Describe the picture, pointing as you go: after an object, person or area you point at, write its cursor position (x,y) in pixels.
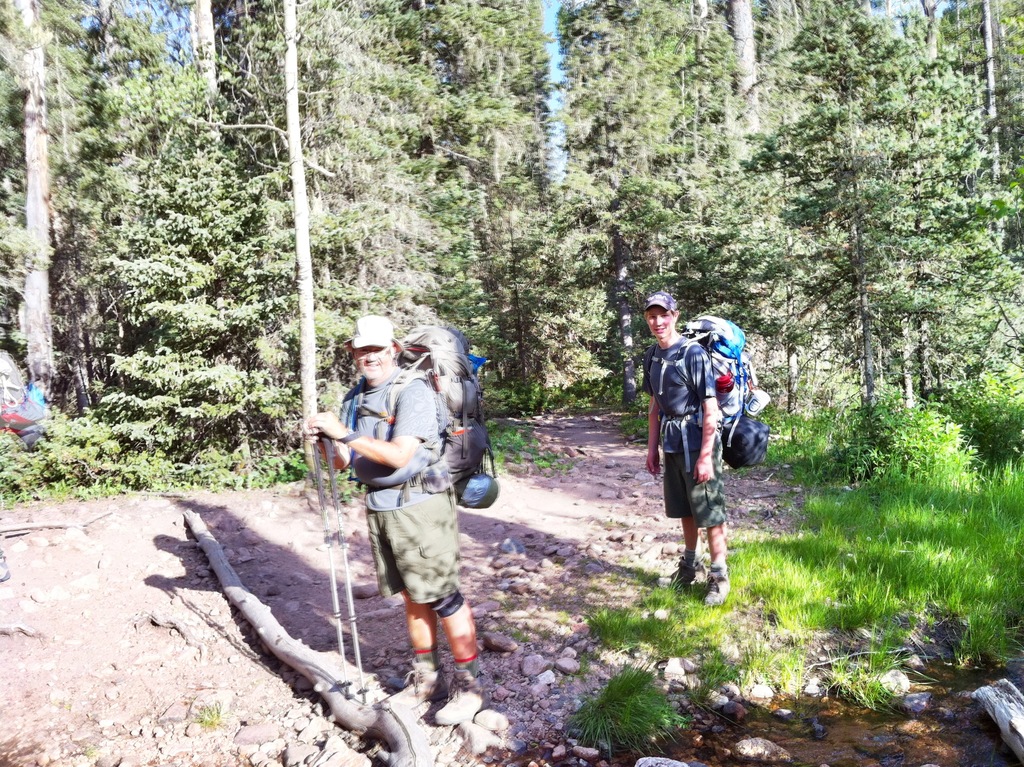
In this image we can see two men (718,528) wearing bags (718,355) are standing on the ground (475,723). One person (383,479) is holding sticks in his hand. In the foreground of the image (390,685) we can see the wood log (355,720) and some stones (586,746). On the right side of the image (974,733) we can see water (977,713) and grass (923,582). At the top of the image (512,76) we can see a group of trees (493,75) and the sky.
